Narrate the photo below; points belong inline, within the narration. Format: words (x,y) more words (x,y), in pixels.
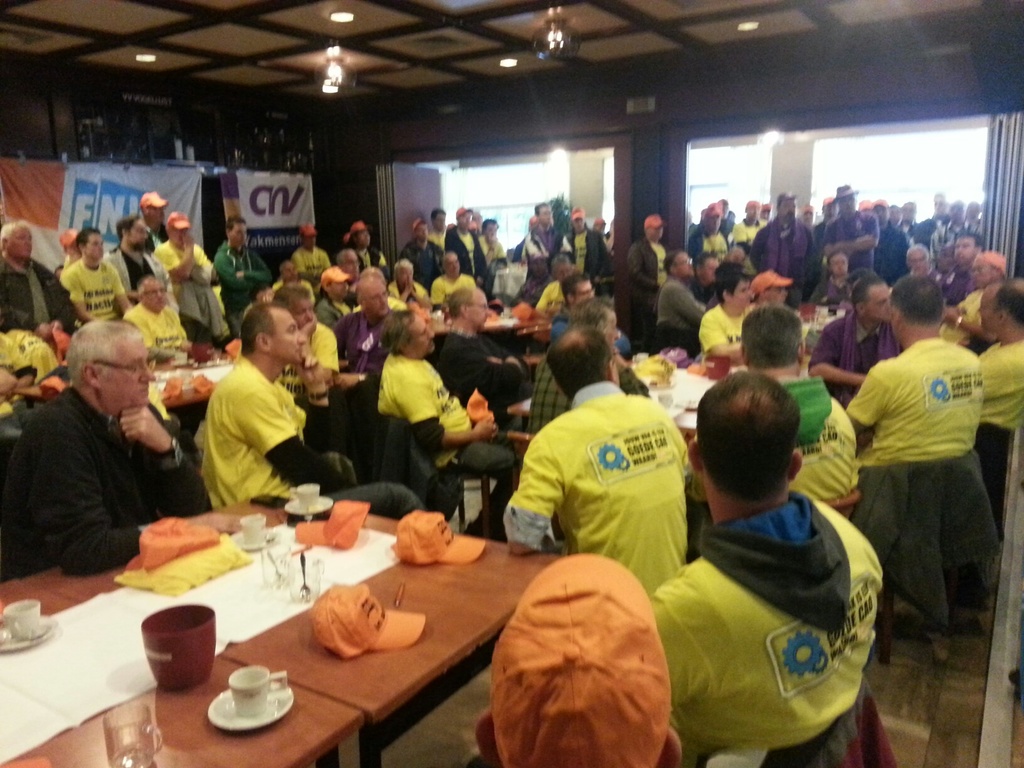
It is a closed room (518,480) where number of people (551,289) are sitting on the chairs (462,471) and wearing yellow t shirts (638,484) and orange caps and in the left corner of the picture (230,672) there is a table (377,587) filled with cups (246,693), papers (111,673) and orange caps (321,627), behind the people (863,216) at the right corner (919,171) there is door (898,174) and curtains (995,215) and at the left corner of the picture (110,227) behind the people (129,245) there are sign boards (171,175) and the lights (325,65) are present from the roof (471,59).
